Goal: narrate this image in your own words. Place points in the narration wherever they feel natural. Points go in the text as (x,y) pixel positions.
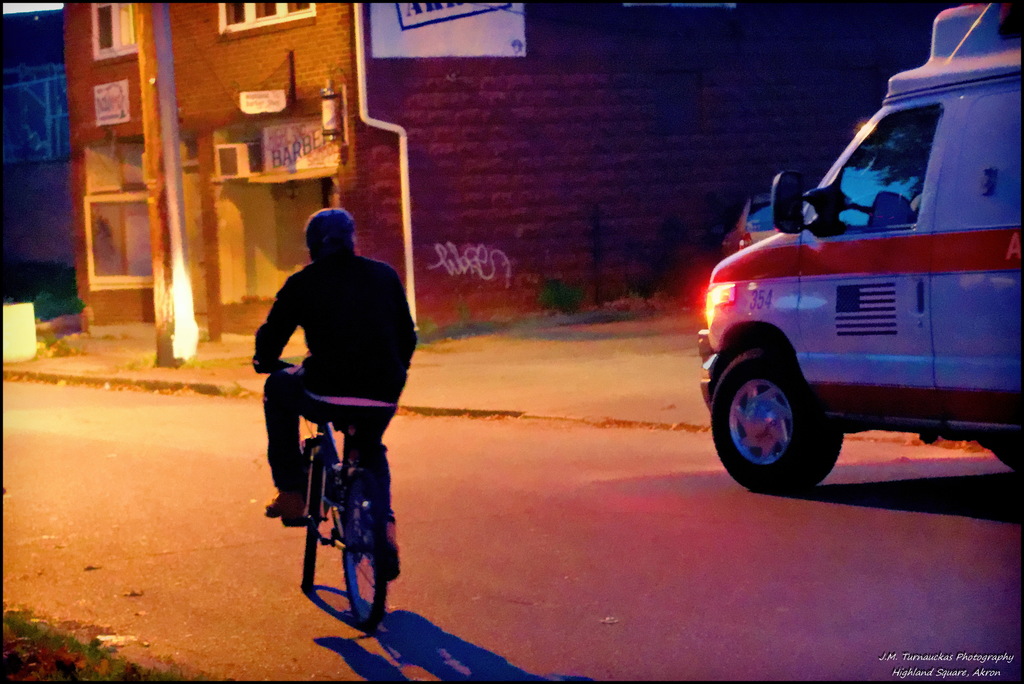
In this picture there is a man (365,469) who is riding a bicycle (370,528). There is a vehicle (792,354) on the road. There is a building (360,148) and a pole (177,145).
